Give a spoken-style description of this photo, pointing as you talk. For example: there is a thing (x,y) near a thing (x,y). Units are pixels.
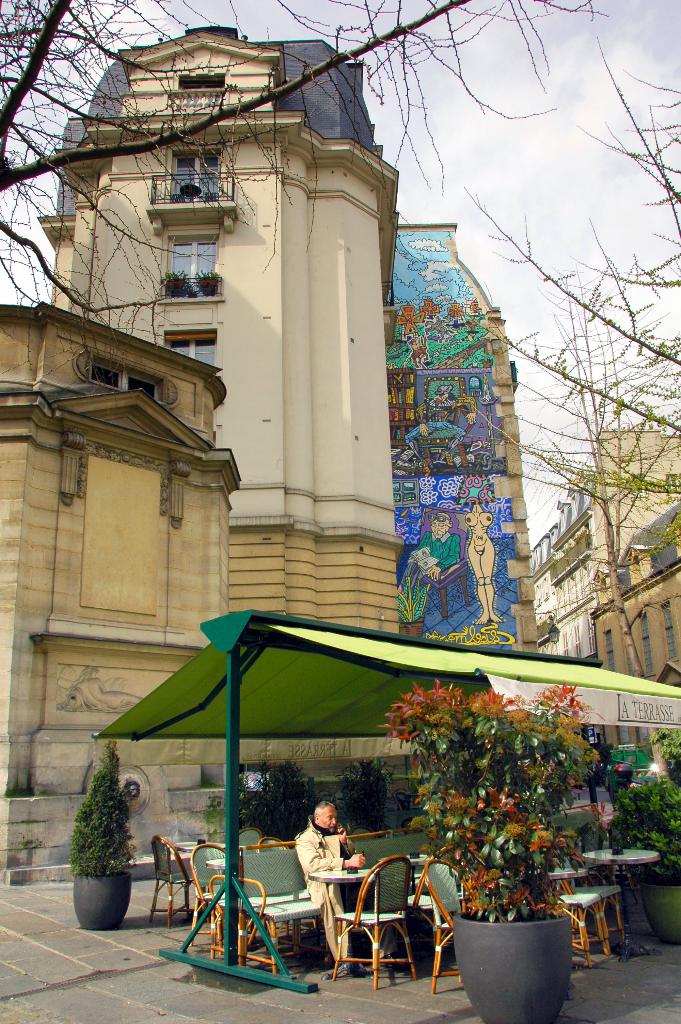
On the left side (42,109), there is a tree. On the right side (557,657), there is a person (334,856) sitting on a bench (284,892), under a tent (229,690). Beside this person (315,848), there are chairs (377,897) and tables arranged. Besides this tent (208,740), there are plants (521,848) arranged. In the background (383,597), there are trees (635,492) and buildings (143,433) on the ground (102,1010) and there are clouds (476,252) in the sky (558,247).
